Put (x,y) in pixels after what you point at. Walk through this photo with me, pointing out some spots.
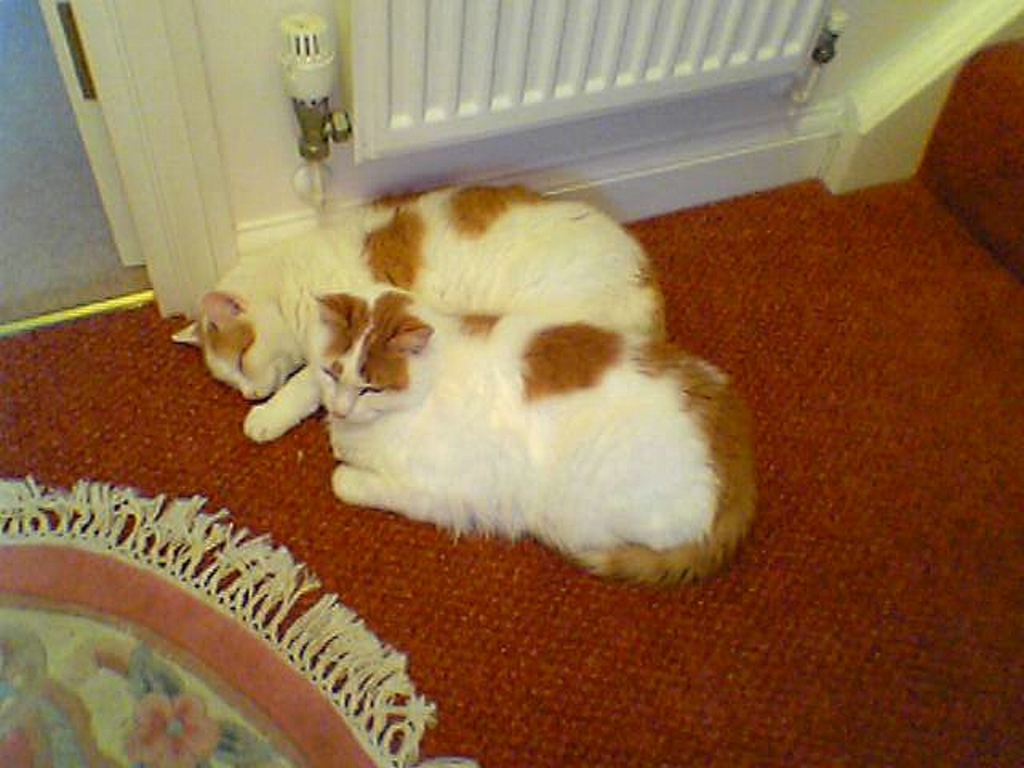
This image consists of a cats (455,415) sleeping on the floor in the center (455,335). There is a floor mat (230,648) on the floor (346,601), and there is a wall (266,95) which is white in colour.
